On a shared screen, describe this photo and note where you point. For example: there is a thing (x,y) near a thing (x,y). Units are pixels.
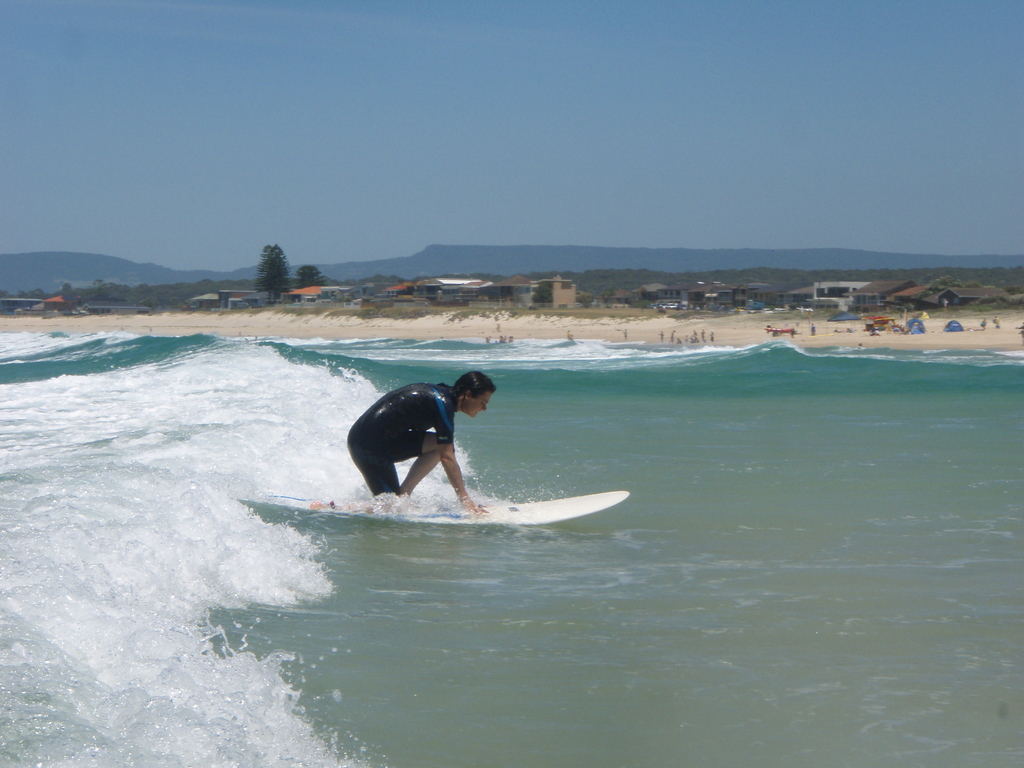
In this picture we can see a man (398,409) is surfing with a surfboard (535,518) on the water (278,583). Behind the man (403,428) there are houses (424,293), trees (304,277), hills (231,277) and the sky (373,123).
